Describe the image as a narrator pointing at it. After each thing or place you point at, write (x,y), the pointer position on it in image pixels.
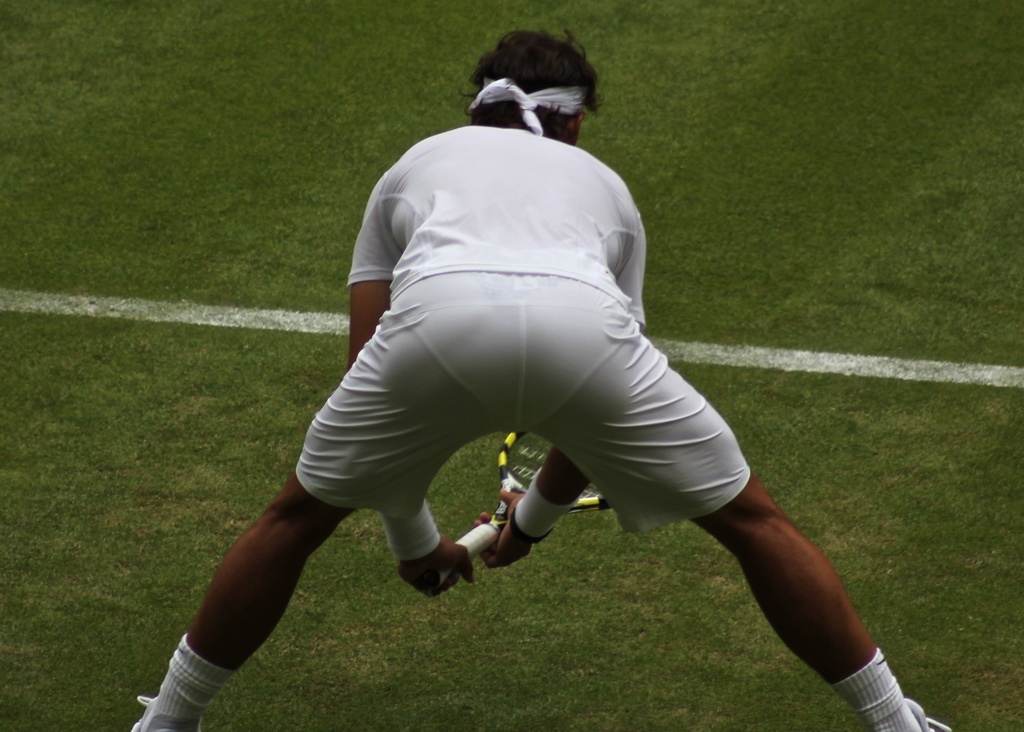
There is a person (251,600) holding a racket (502,525) and we can see grass (278,194) in green color.
